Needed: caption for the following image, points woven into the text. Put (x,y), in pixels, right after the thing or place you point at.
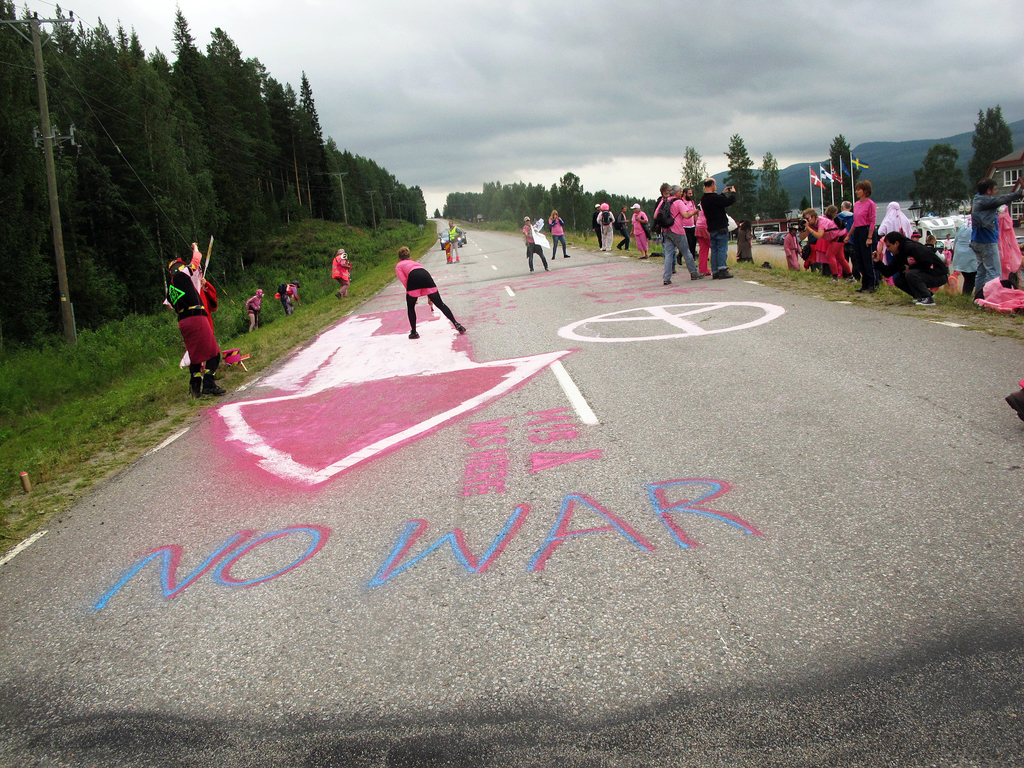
In the center of the image (420,268) there are people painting on the road (576,439). On both left and right side of the image (915,241) there are people (879,240) standing on the grass (105,383). In the background of the image (836,189) there are flags (811,179), buildings (1004,178), trees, mountains (896,163) and sky (771,39).
